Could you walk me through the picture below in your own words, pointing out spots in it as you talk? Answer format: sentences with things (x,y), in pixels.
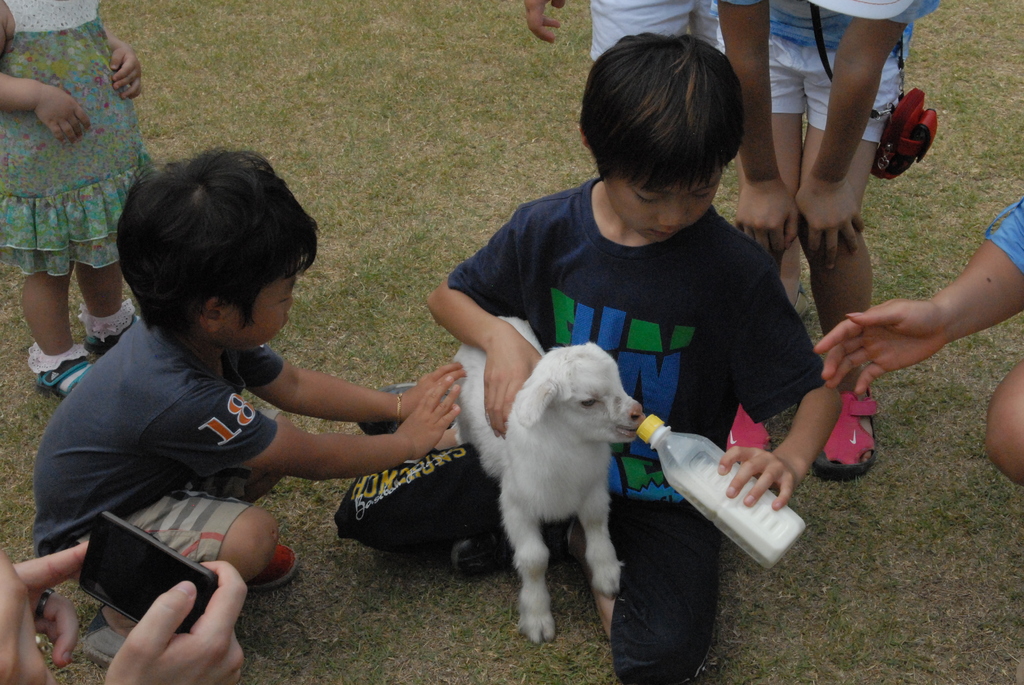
2 people (662,360) are seated on the grass (370,554). the person (477,466) at the right (692,546) is holding a lamb (465,402) and feeding him milk (676,473). people (1011,456) are surrounded by them and standing. the person (25,671) at the left (17,663) is holding a mobile phone (143,607) in his hand (29,651).
